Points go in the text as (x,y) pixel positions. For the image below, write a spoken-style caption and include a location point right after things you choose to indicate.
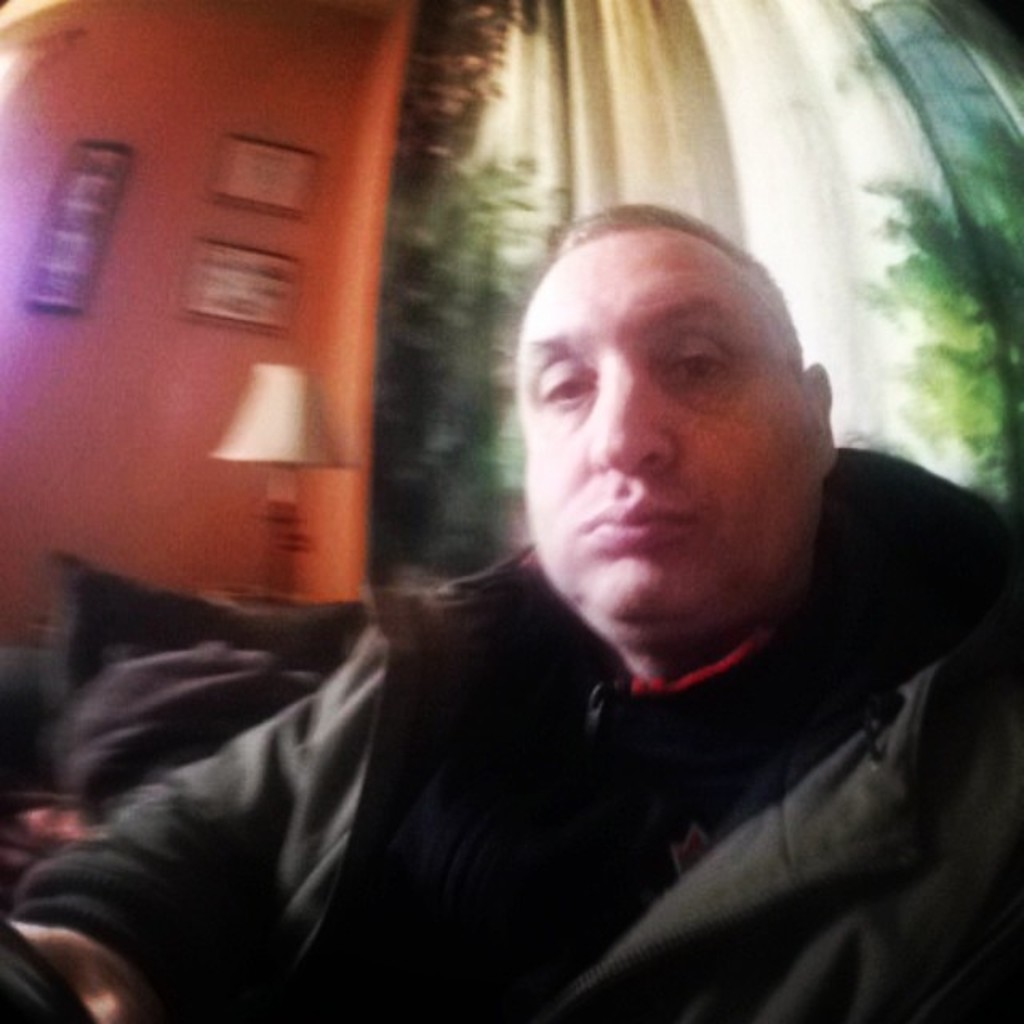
In this picture there is a man (591,796) who is wearing black jacket (919,863) and t-shirt (683,837). He is sitting on the couch (242,687). In the back (296,653) I can see the lamp (273,510) near to the wall (180,551) and sofa (227,695). On the left (300,191) I can see the photo frames (270,205) which is placed on the wall (176,268). On the right (911,250) it might be a cloth (853,119) or painting (799,128).
